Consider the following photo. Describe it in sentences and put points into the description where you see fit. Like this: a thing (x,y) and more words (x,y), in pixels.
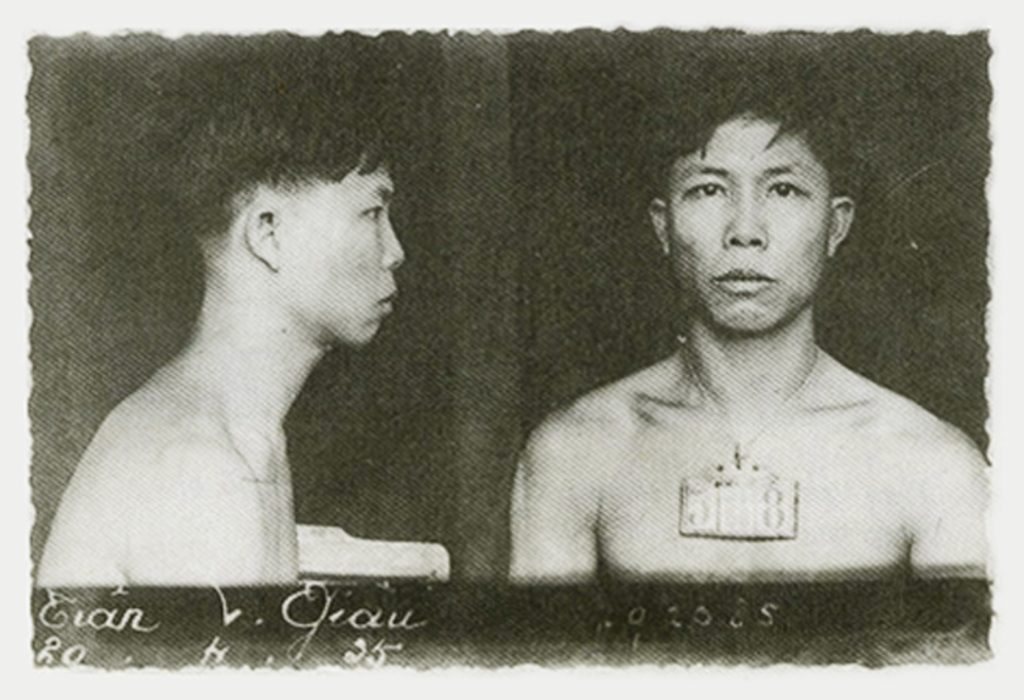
This is a black and white poster (384,388), on the poster (287,278), we can see one person (559,479) twice and at the bottom of the poster (215,607) we can see some text (238,591).
